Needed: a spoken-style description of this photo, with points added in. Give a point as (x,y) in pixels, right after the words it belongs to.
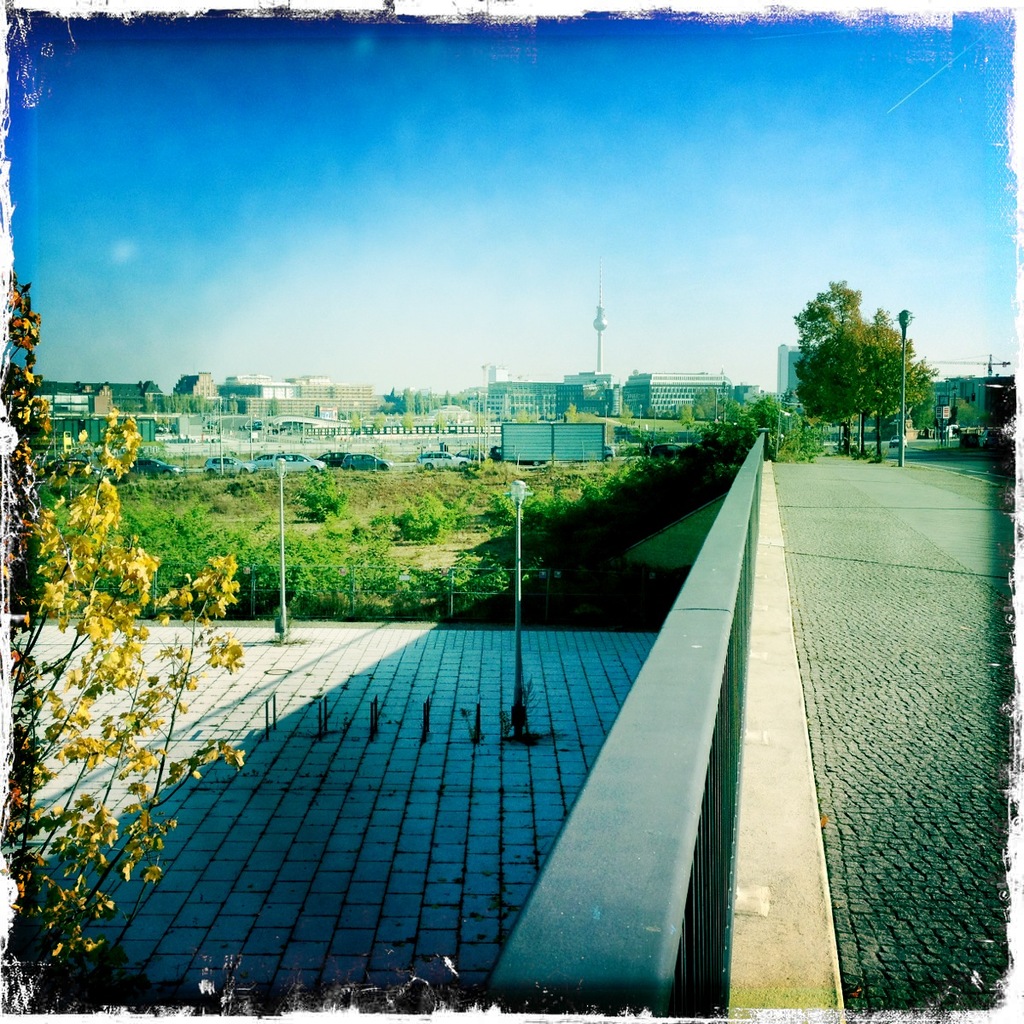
In this image we can see few plants (439,579), light poles (516,570), floor (527,653), road (931,461) and in the background (778,197) there are few buildings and a sky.
